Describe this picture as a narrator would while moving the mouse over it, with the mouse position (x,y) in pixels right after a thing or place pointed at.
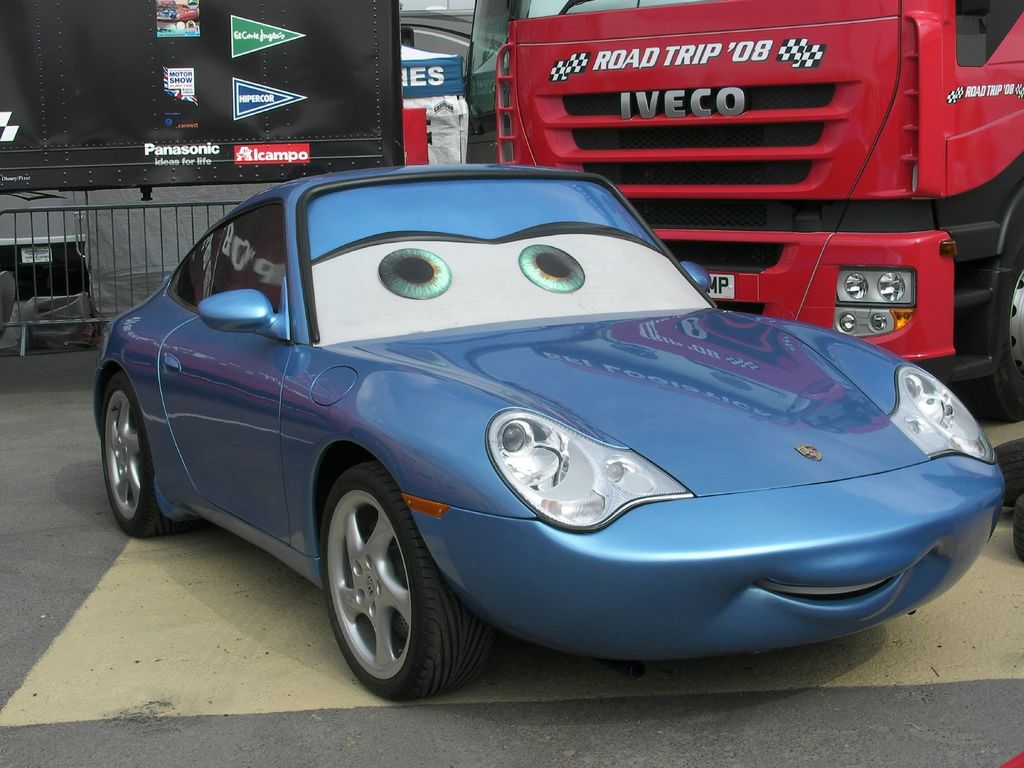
In this image I can see few vehicles (805,351). To the left (115,283) I can see the railing (103,282). In the background (144,165) I can see the board (137,104) and few objects (74,306).
